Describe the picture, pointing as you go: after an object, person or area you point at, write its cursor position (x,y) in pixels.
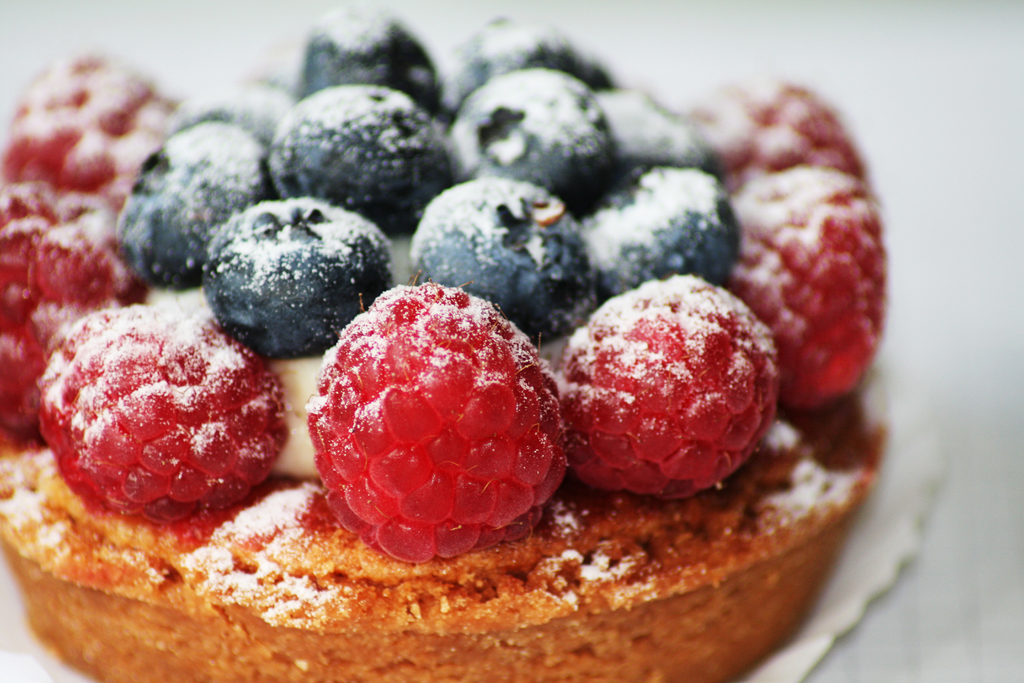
In this image I can see the food item (464,463) on the paper plate (869,554).
